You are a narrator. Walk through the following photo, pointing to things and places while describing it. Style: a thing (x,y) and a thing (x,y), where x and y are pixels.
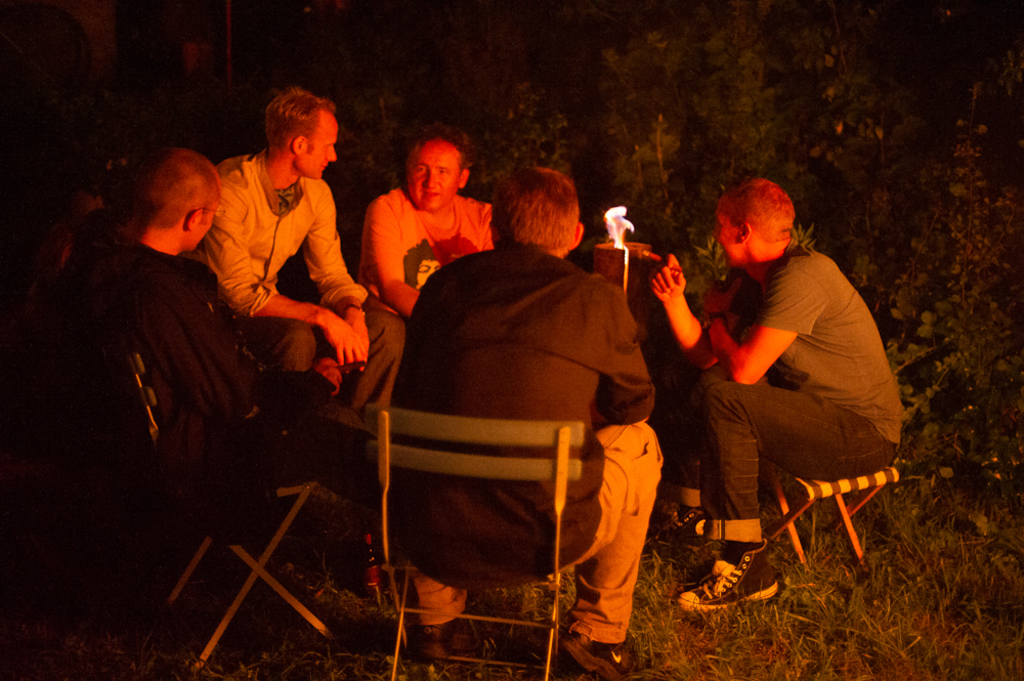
In this image I can see there are few persons (331,256) sitting on chair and in front of them I can see fire (618,213) and backside of them there are some trees (626,105) visible, this picture is taken during night.
